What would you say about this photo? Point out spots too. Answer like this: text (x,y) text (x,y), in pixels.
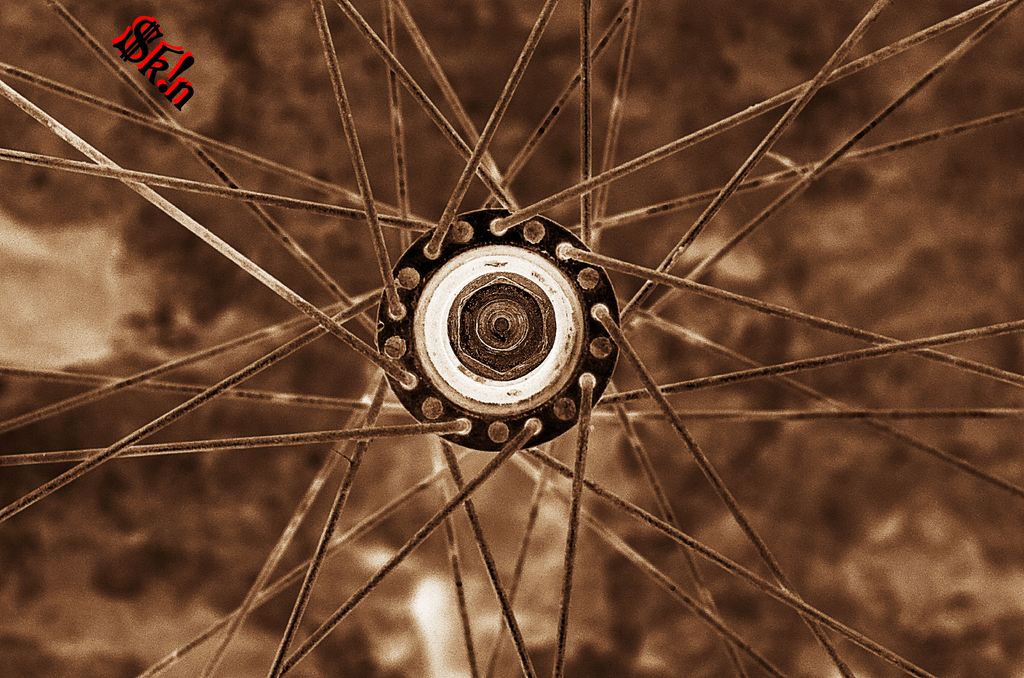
This image is taken outdoors. In this image the background (165,574) is a little blurred. In the middle of the image (447,355) there is a wheel (339,289) of a bicycle (591,383).
